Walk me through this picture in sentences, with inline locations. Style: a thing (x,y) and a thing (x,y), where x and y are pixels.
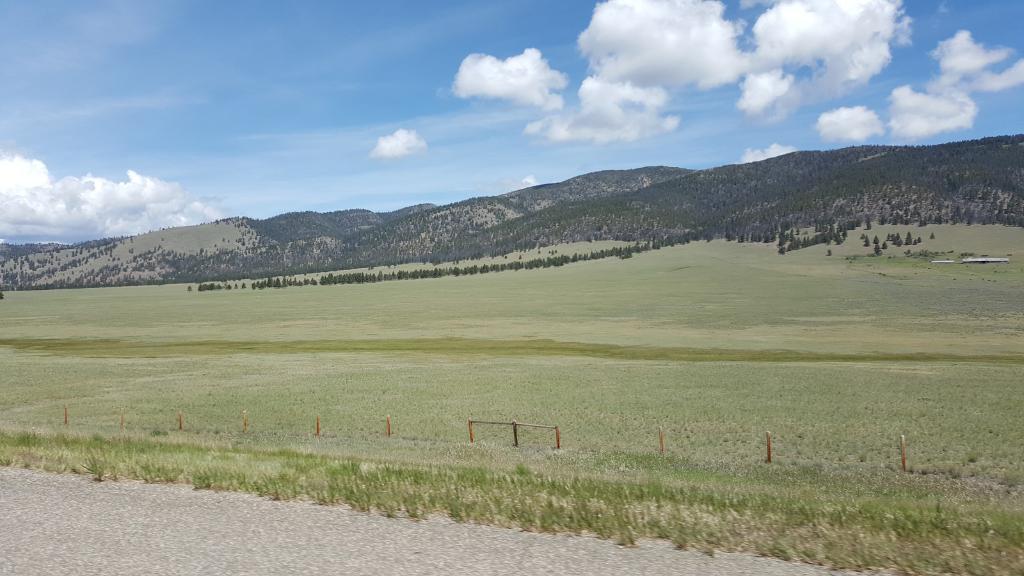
In this picture I can see hills (449,229) and few trees (879,254) and I can see grass (519,362) on the ground (755,382) and I can see blue cloudy sky (298,100).
